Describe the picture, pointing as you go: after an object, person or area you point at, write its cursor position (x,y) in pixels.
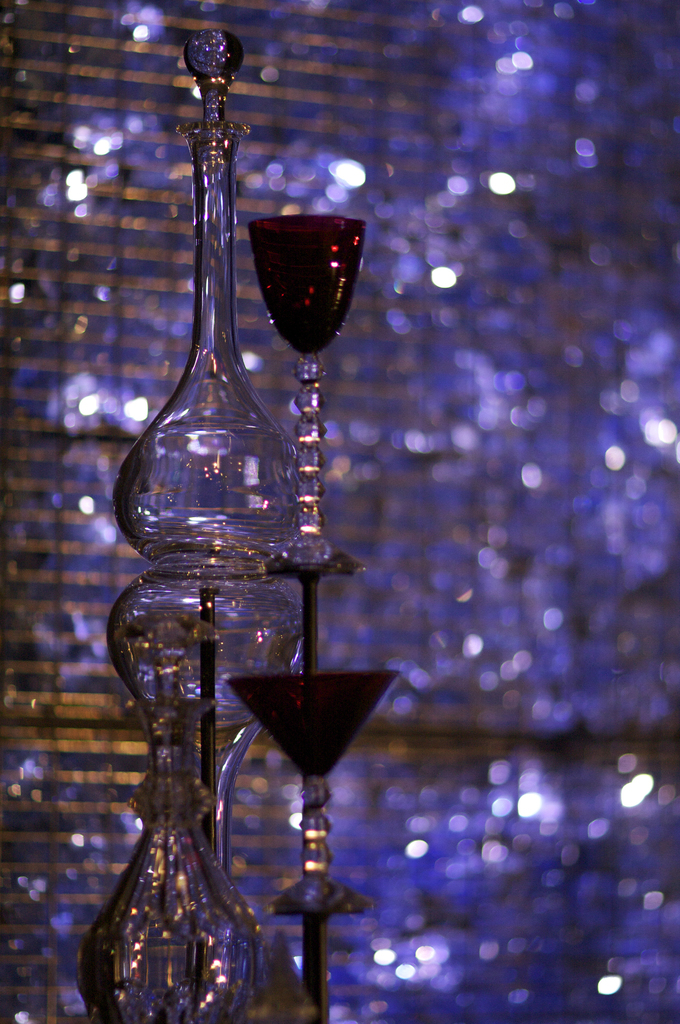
There is a bottle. Above the bottle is the glass beaker (260,430). Next to the beaker (212,487) is the glass (308,343).
